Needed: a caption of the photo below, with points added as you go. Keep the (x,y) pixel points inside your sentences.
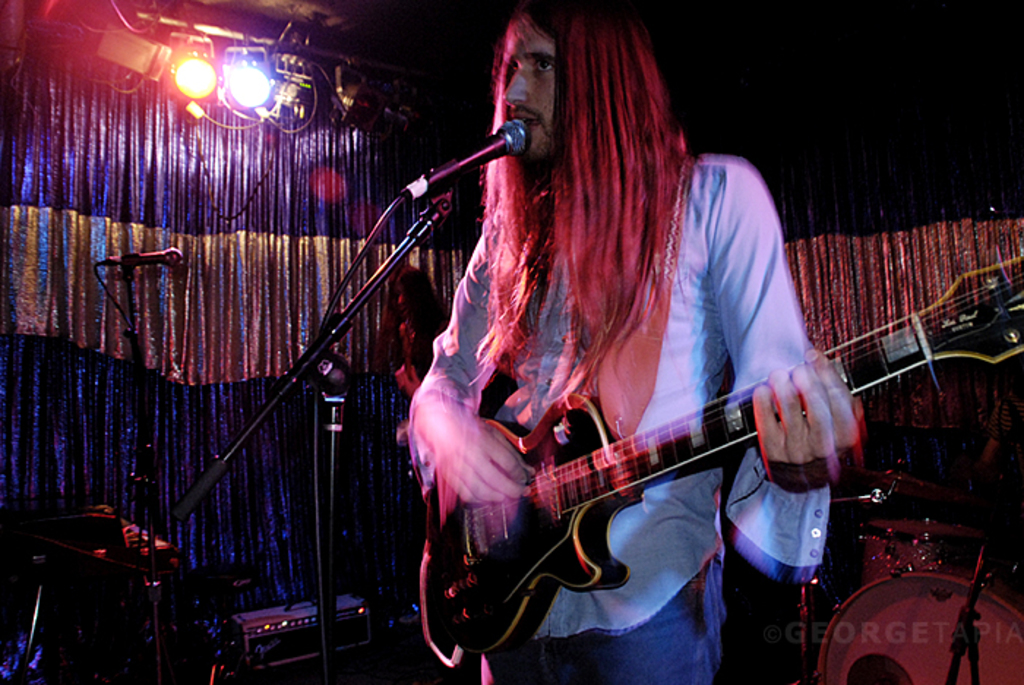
In this image I can see a man (748,528) is standing and holding a guitar (690,436), I can also see a mic (481,154) in front of him. In the background (812,631) I can see a drum set (1019,581), a mic (109,261) and few lights (208,63).
